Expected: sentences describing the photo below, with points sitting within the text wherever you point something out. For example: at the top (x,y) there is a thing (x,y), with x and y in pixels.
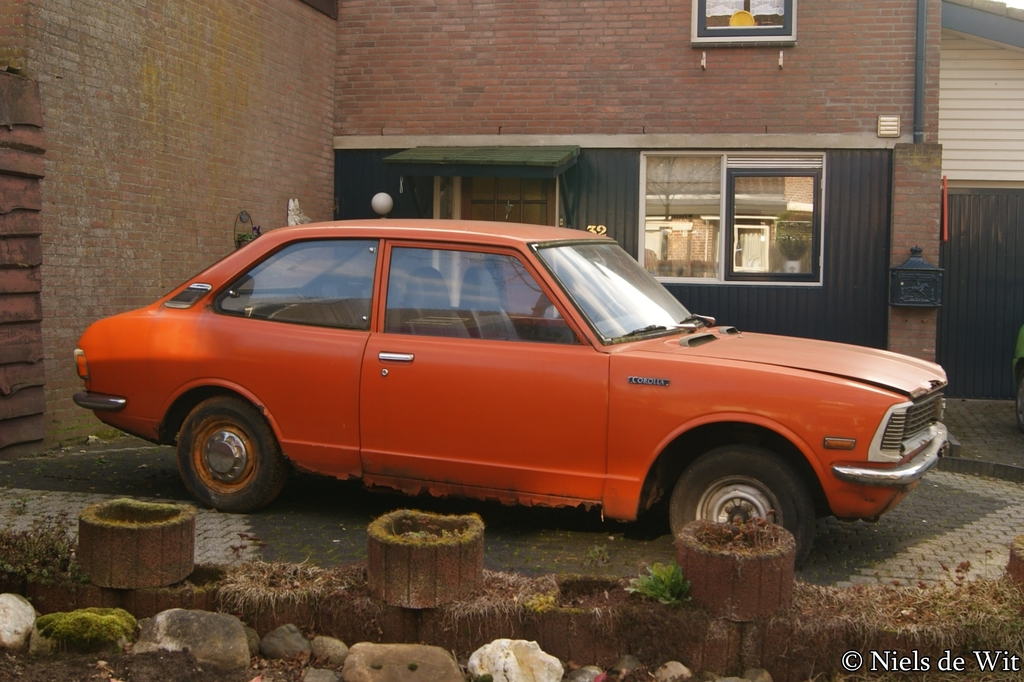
In the center of the image (626,386) there is a car (695,448). In front of the image there are rocks (352,647). In the background of the image (781,241) there is a building (817,161). There is a door (511,187). There is a glass window (673,198). On the left side of the image (139,122) there is a wall (113,137). There are plants (4,562).
